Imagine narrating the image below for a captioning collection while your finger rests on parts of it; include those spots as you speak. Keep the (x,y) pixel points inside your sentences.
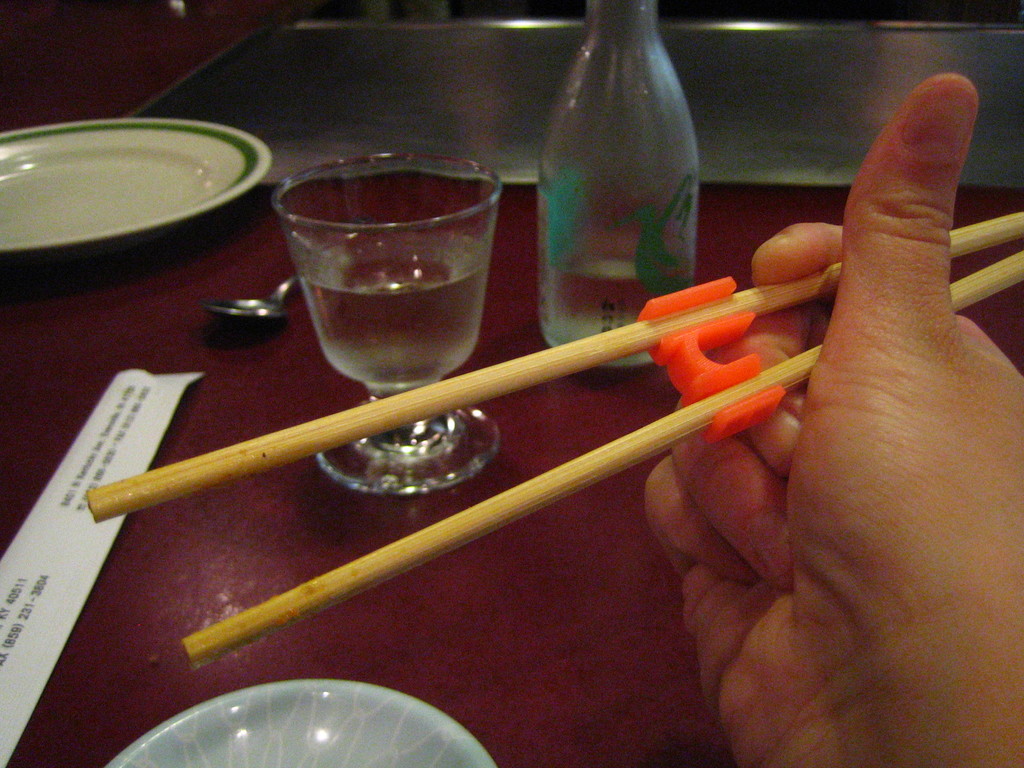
In the middle of the image (523,274) there is a table (122,96). On the table (266,231) there is a glass (492,203). Top right side there is a bottle (625,23). Top left side there is a plate (166,134). In the middle of the table (273,252) there is a spoon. Right side of the image (1012,752) some person (1000,762) holding the chopsticks (1002,235).
